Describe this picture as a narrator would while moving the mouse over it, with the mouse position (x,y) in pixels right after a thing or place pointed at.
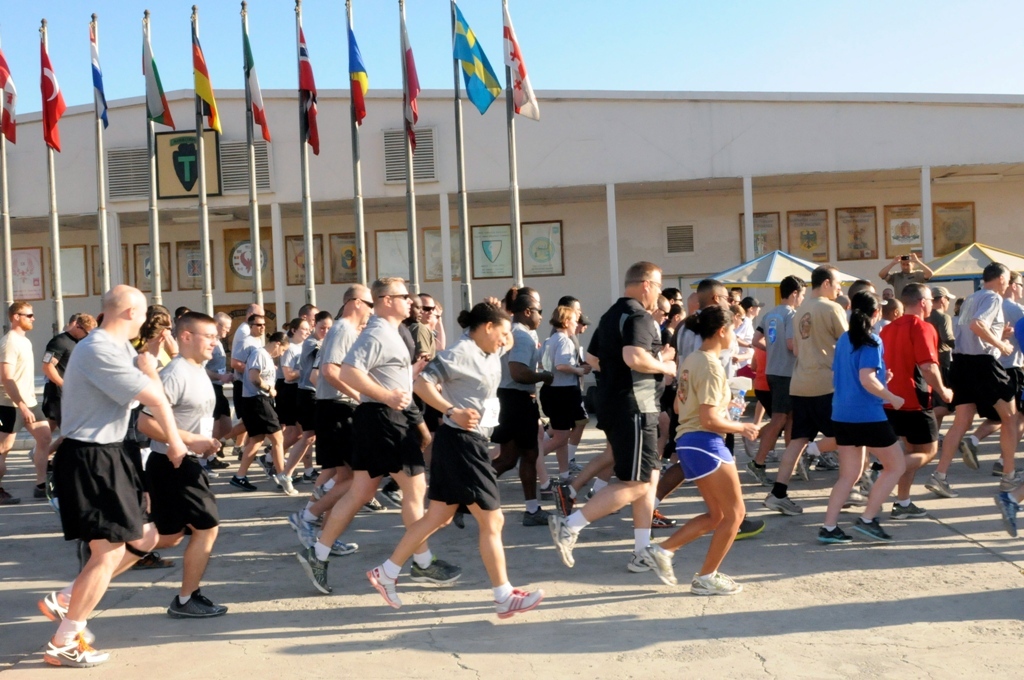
In this image there is a road (800,618), on that road (840,612) people (101,395) are running in the background (580,237) there are flag poles (50,168) and a building (333,133) and a blue sky (940,59).
